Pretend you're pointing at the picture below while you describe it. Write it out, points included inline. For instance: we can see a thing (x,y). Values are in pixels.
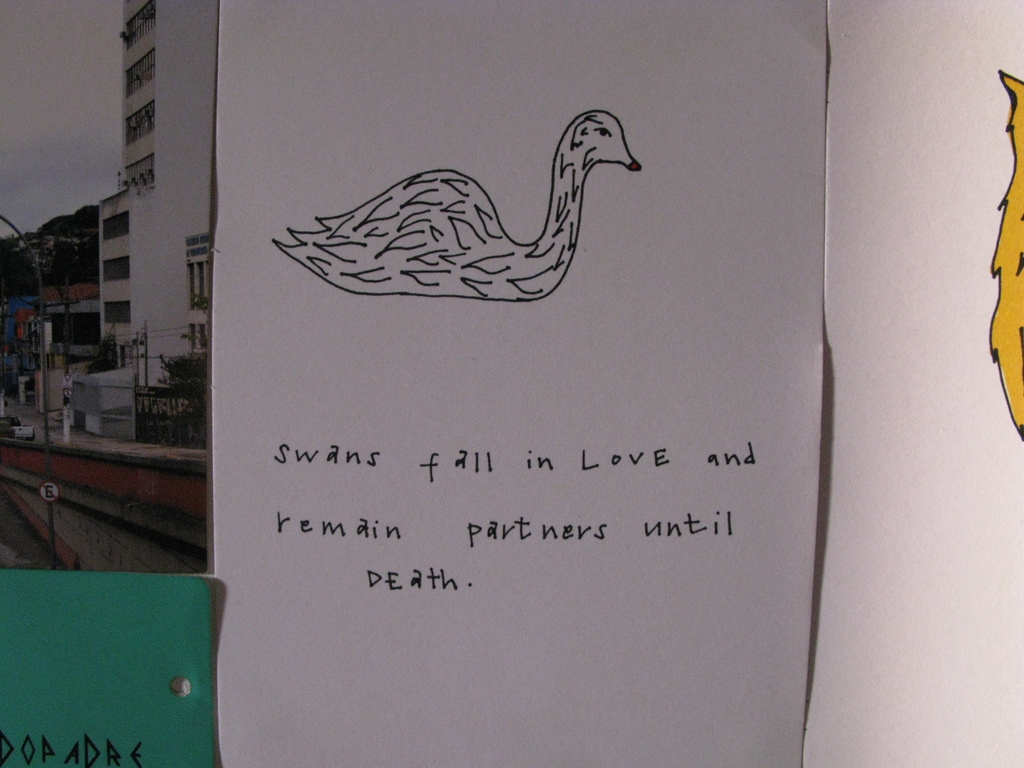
In this image we can see a drawing (391,286) on the white paper (477,446). And we can see some text (523,518) on it. And in the background (138,317), we can see the buildings (131,75), trees (86,240) and the sky (112,108).
